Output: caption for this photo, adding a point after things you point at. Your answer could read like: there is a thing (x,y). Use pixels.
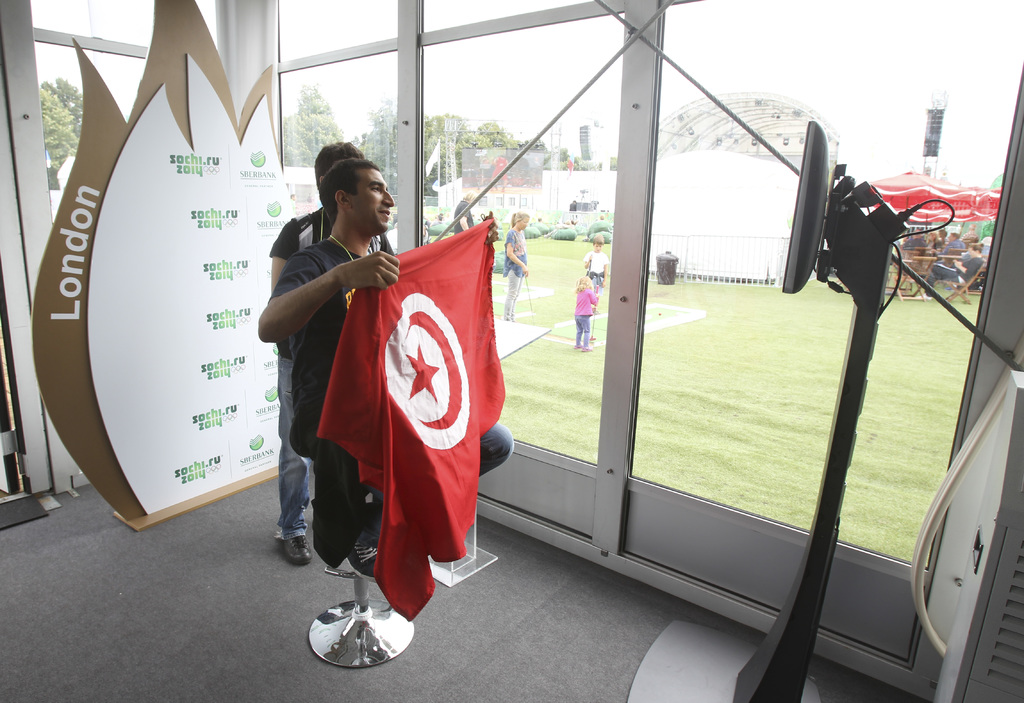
There is a person (320,313) sitting on stool (355,625) and holding a flag (413,342). In the back (296,231) a person (280,241) is standing. Also there is a wall (225,319) with something written on that. There are glass walls (376,128). On the right side (813,223) there is a device (816,198) on a stand (800,642). Through the glass (773,423) we can see grass (678,353), many people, trees (429,128), bin (670,263). And many people (931,274) are sitting.
